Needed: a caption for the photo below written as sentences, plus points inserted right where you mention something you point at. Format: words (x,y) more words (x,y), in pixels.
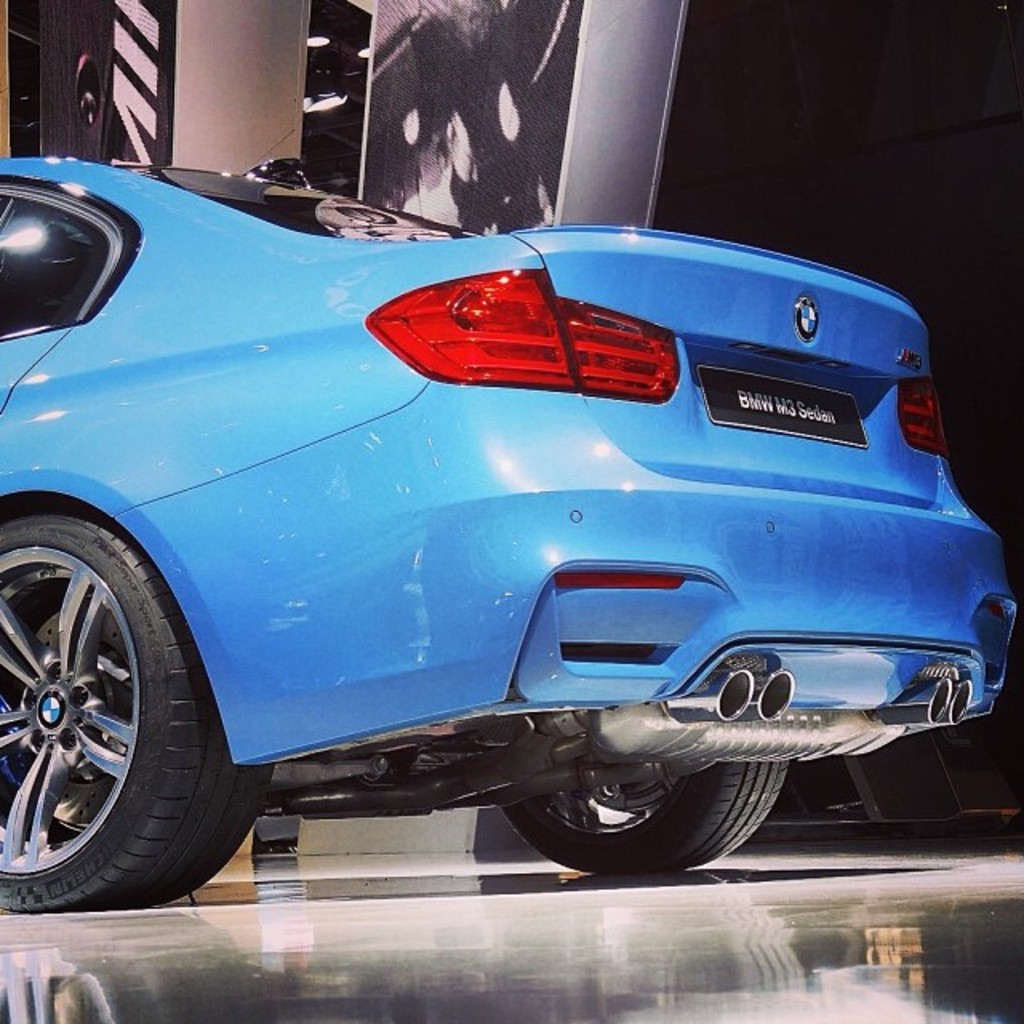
In this image we can see a car (559,670) on the floor (562,909). In the background (712,143) there is a wall (738,165).
